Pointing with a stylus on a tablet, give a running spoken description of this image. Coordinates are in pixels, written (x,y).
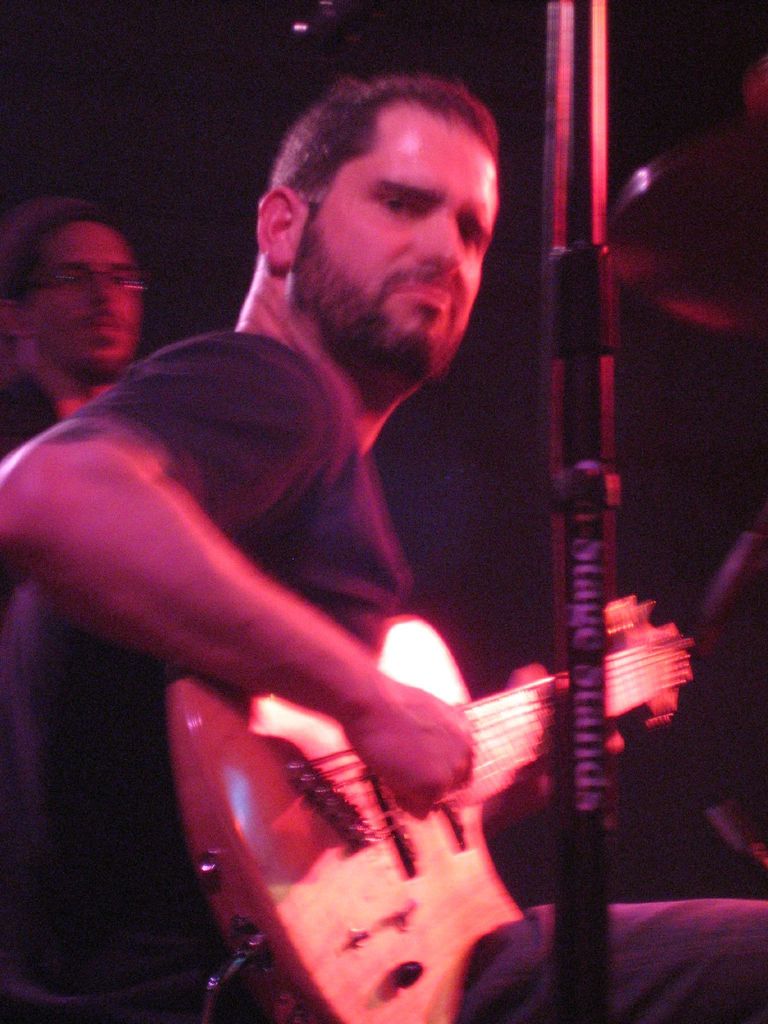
a person (428,753) is sitting and playing guitar (322,789) another person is standing behind.
